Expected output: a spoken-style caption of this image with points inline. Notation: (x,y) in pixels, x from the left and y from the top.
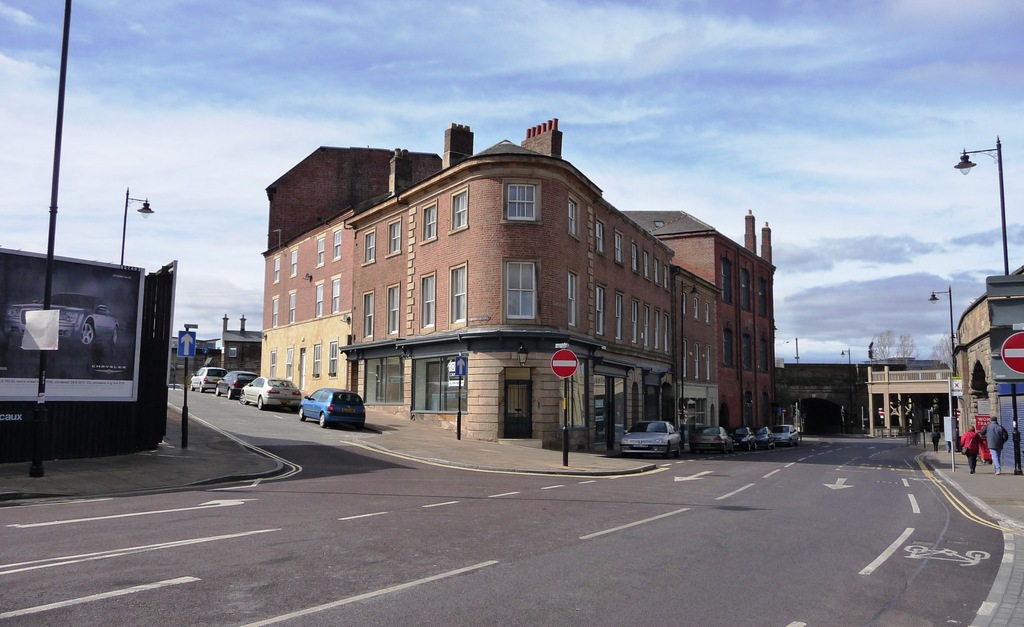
There are few cars (658,442) on the road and there are buildings (768,362) on either sides of it.
